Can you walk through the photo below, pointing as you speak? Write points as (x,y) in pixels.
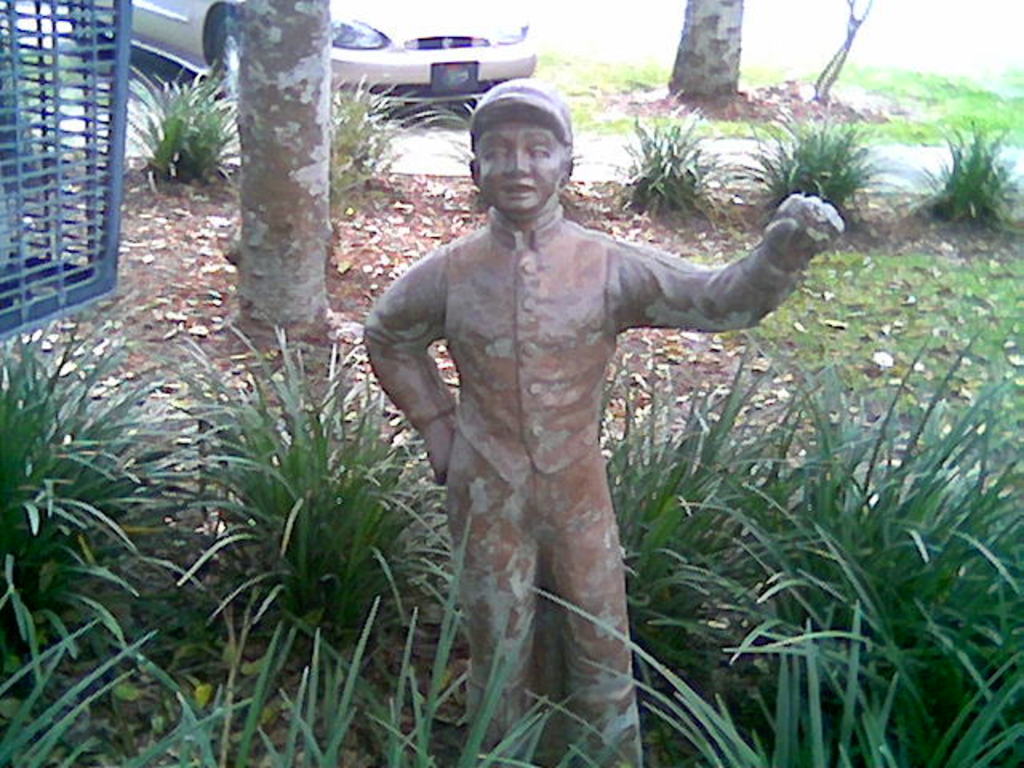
In this image in the foreground (544,352) there is a statue (545,440), and at the bottom (365,561) there is grass (1010,538), sand (302,359) and some dry leaves (912,292). And in the background (305,59) there are trees (280,166), vehicle (376,74), walkway (918,165) and plants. And on the left side of the image (39,170) there is object (33,133).
